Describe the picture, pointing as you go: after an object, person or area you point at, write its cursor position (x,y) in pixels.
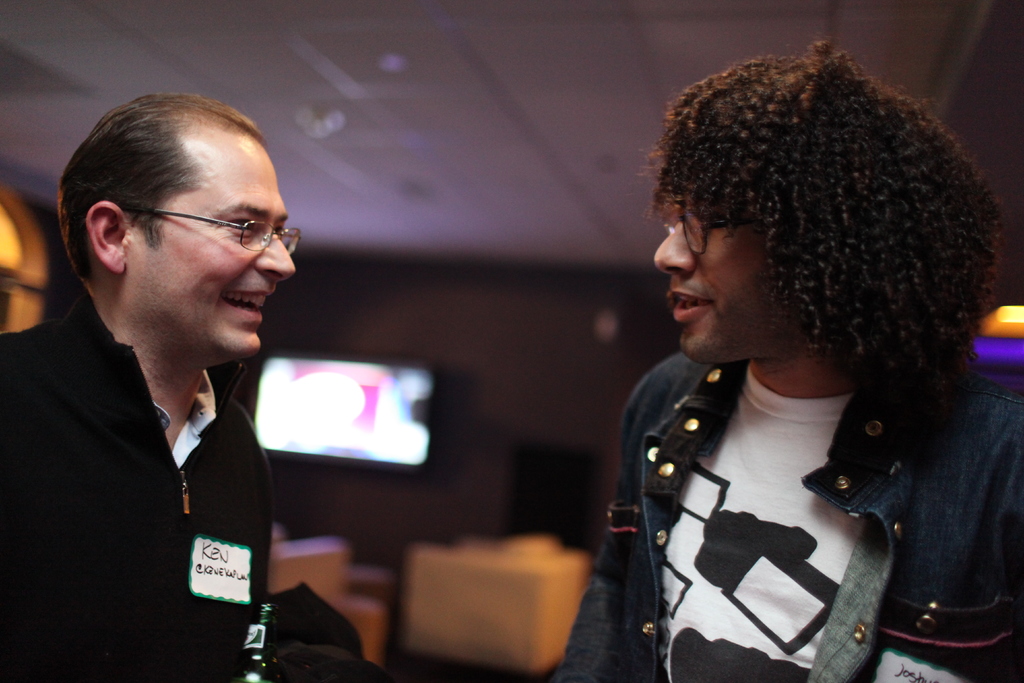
In this image there are two men (185,499) standing. They are smiling. Behind them there are couches (509,559). There is a television (431,396) on the wall (485,372). The background (499,374) is blurry.
